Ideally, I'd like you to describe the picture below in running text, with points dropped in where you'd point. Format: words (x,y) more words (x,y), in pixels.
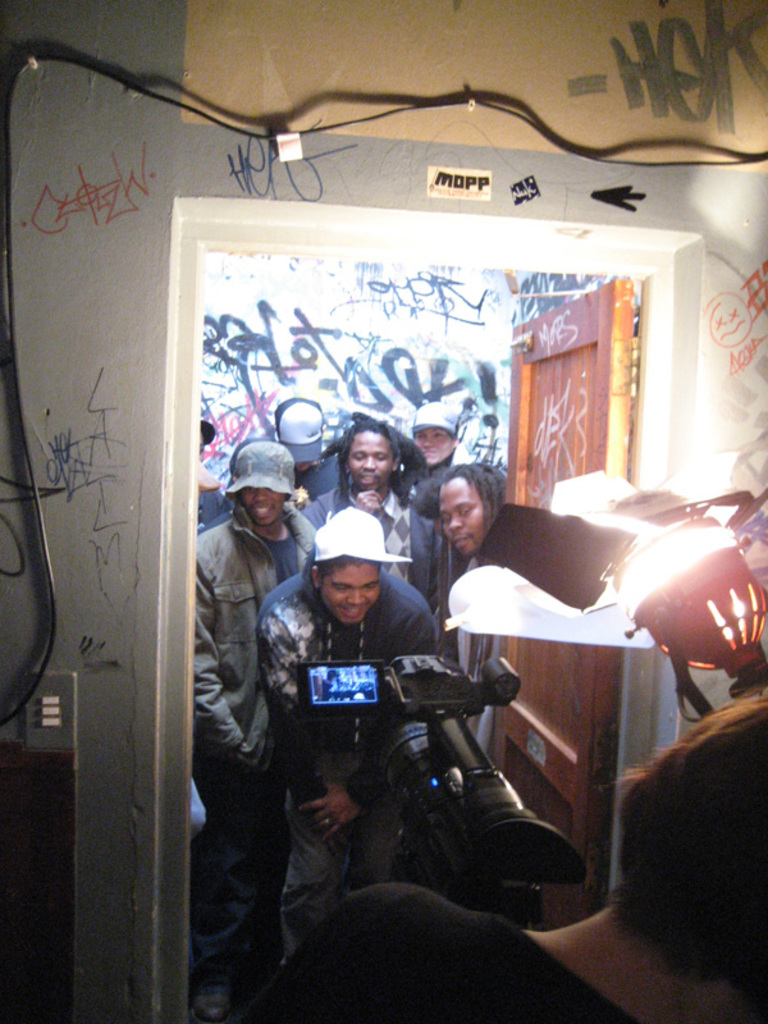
This is an inside view of a room (153,508). On the walls (205,166) I can see some text (89,188). In the middle of the image (469,682) there is a camera (424,843), behind there is a door (556,407). Beside the door (546,435) few people (309,585) are standing and looking at the camera (369,689). On the right side (688,620) there is a light (562,604). At the bottom of the image (612,915) there is a person (416,974) wearing a black color dress (468,964).
